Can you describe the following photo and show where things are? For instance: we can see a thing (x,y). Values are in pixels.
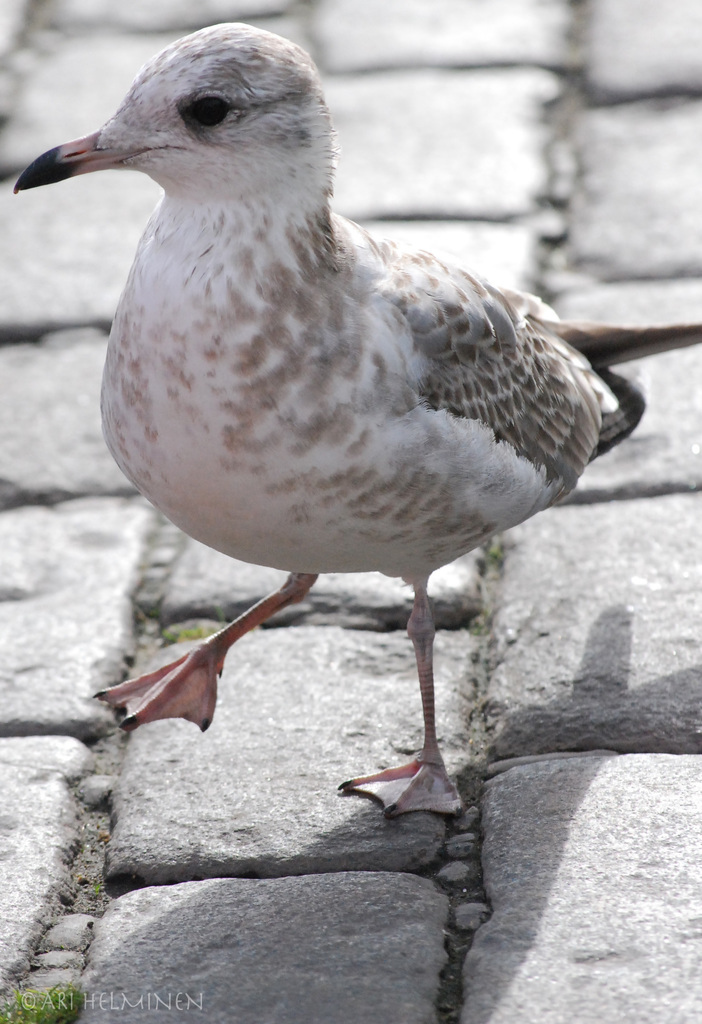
In this image, in the middle (339,472), we can see a bird (372,338) walking on the floor (442,822).
